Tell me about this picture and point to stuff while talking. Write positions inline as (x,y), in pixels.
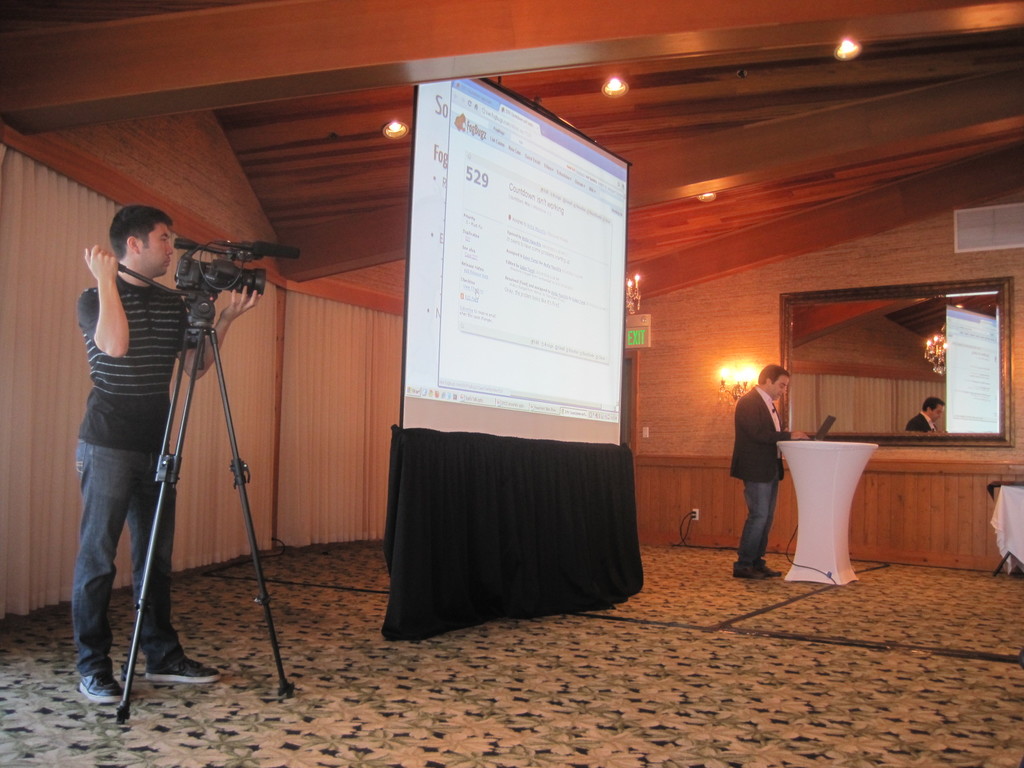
In this image I can see the person (111,478) standing in-front of the camera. To the side I can see the screen (403,385). To the side of the screen (616,405) I can see another person (746,484) in-front of the podium (805,466) wearing the blazer (735,452). In the back (683,378) I can see a mirror (788,327) to the wall (666,395) and I can also see the white color curtain (12,304). In the top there are lights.
